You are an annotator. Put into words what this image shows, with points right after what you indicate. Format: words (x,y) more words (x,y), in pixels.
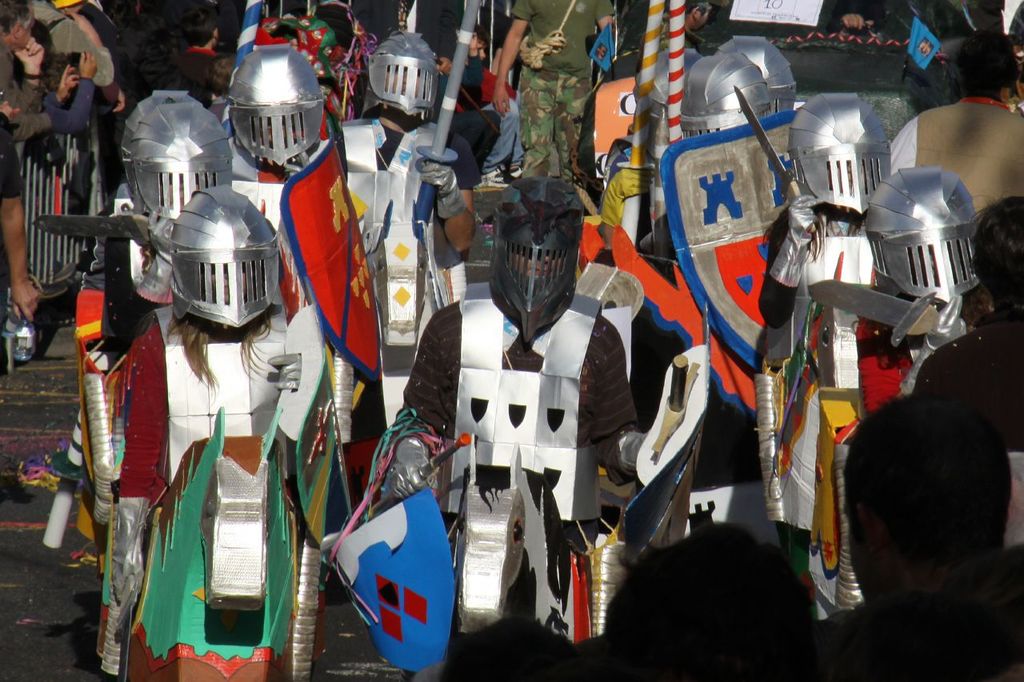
In this image, I can see a group of people (1009,166) standing on the road (51,592). Among them few people (229,414) with warrior costumes (344,144) and helmets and they are holding the swords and shields (413,571).
